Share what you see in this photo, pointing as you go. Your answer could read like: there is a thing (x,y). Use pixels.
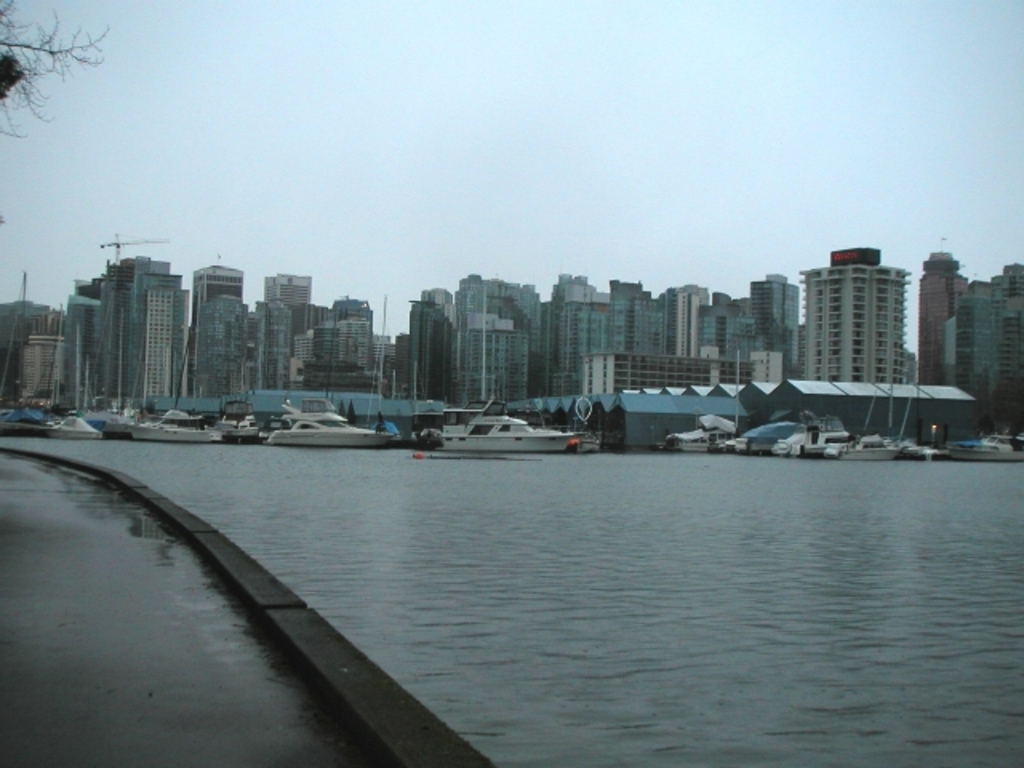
In this picture I can see the path (168,622) on the left side (201,563) and in the middle of this picture (505,485) I can see water (654,529) on which there are boats (438,437). In the background (193,355) I can see number of buildings (656,425) and the sky (773,202). On the top left of this picture (97,62) I can see the stems (4,60).
